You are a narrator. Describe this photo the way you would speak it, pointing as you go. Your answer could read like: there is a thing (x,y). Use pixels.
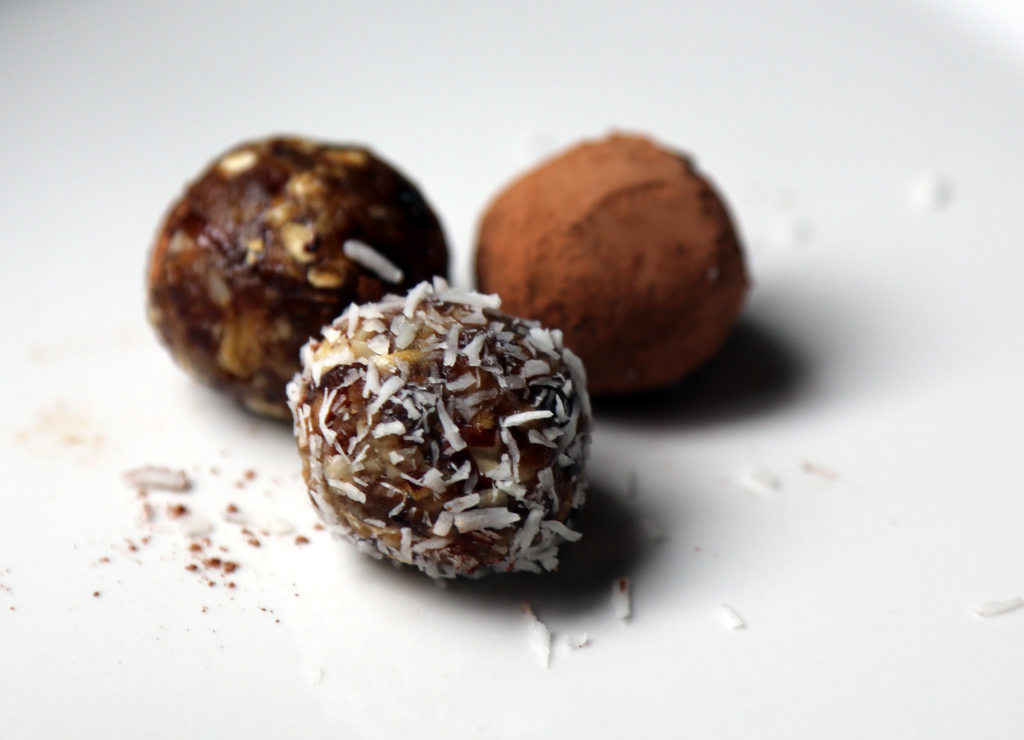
In this image we can see food (618,275) on the white object (621,409).
